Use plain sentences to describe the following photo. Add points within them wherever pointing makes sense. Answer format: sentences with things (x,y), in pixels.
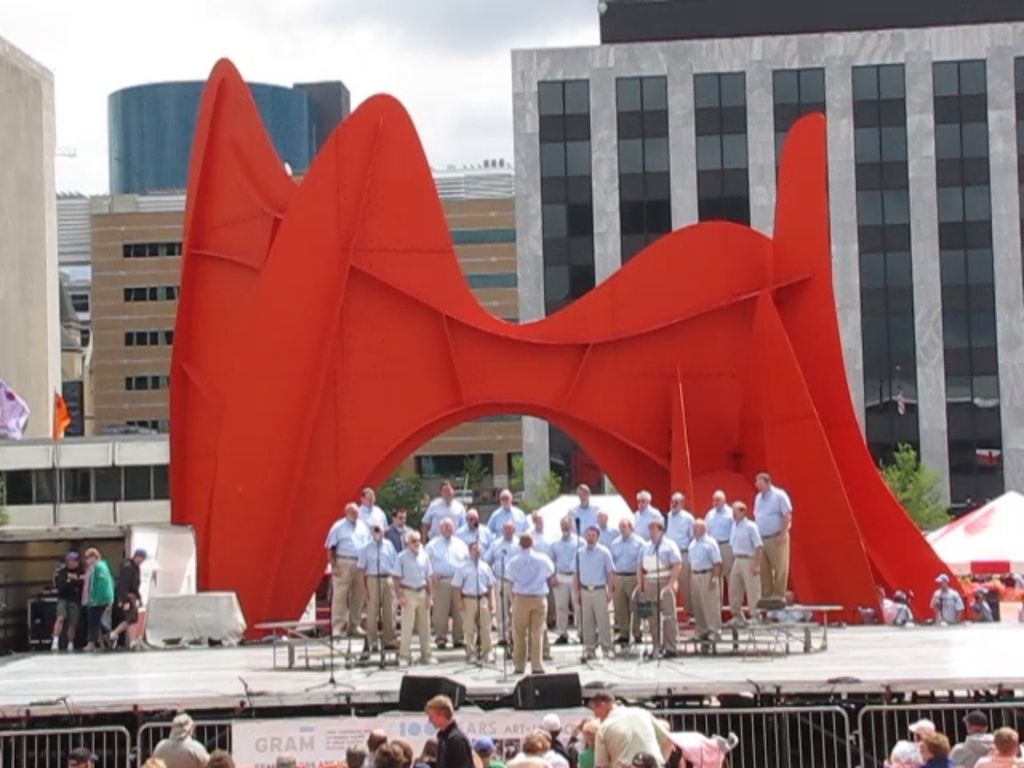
In this image, we can see some persons (685,568) on the stage (710,679) standing and wearing clothes (581,518). There is an arch (617,345) in front of buildings (151,235). There are some people (662,734) in front of barricades (99,744). There is a sky (447,78) at the top of the image (449,56).
